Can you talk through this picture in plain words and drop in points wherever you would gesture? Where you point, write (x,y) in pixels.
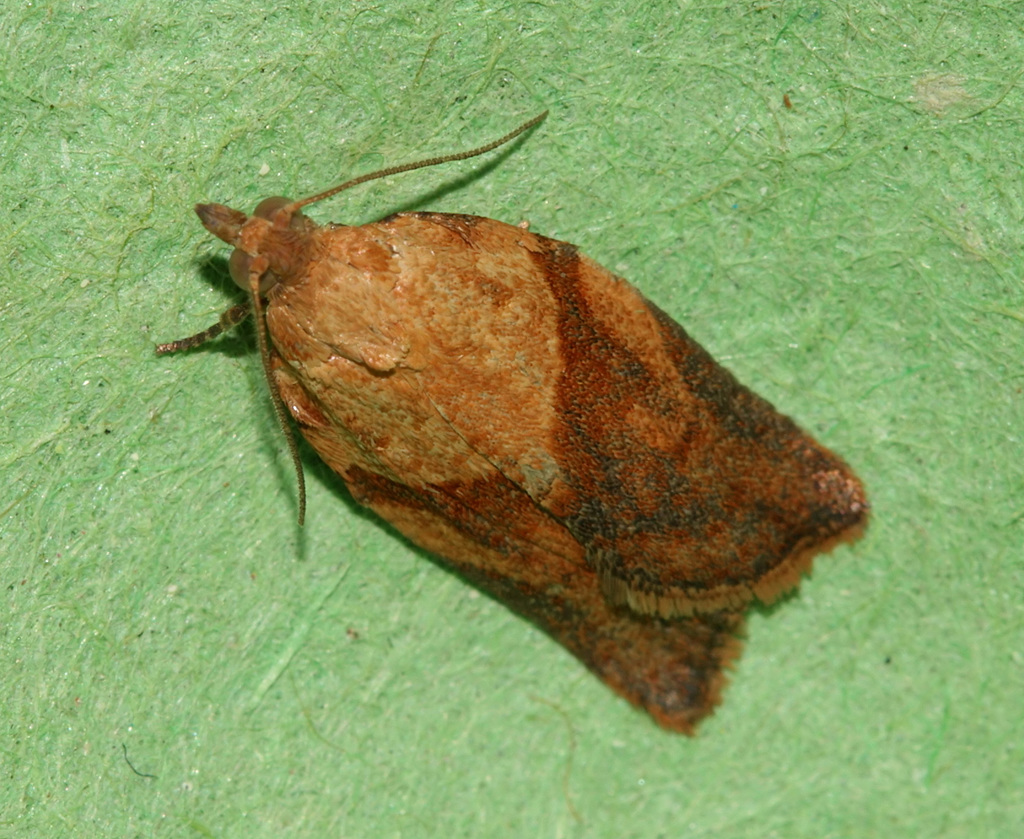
In this picture I can see an insect (366,302) which is of brown in color and it is on the green color surface (245,808).
